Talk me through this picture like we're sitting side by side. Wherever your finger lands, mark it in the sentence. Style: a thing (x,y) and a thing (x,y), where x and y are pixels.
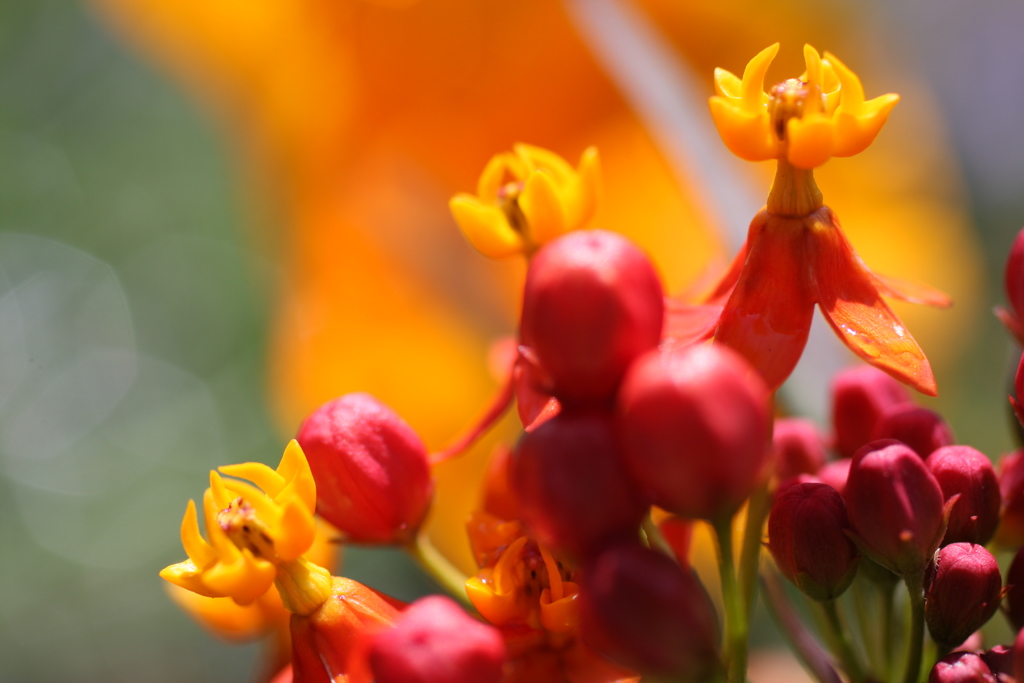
In this image on the right side (794,459) there are a group of flowers (553,429), and on the background (304,244) we could see some flowers (284,38) and plants (85,187).
